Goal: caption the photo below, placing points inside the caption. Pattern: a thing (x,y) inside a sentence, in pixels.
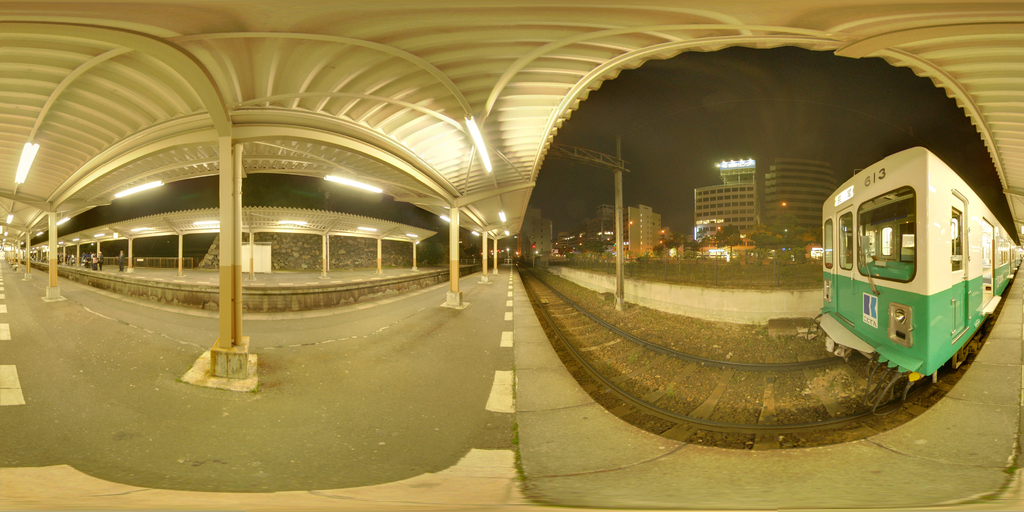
In this image on the left side (303,382) there is a walkway (146,361), pillars (224,160), lights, wall (261,234). At the top (231,111) there is ceiling (385,56), and on the right side of the image (704,359) there is a railway track (757,415), train (889,373), poles (614,165), fence (689,276), buildings (703,229), trees (772,233), lights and sky (736,129).
